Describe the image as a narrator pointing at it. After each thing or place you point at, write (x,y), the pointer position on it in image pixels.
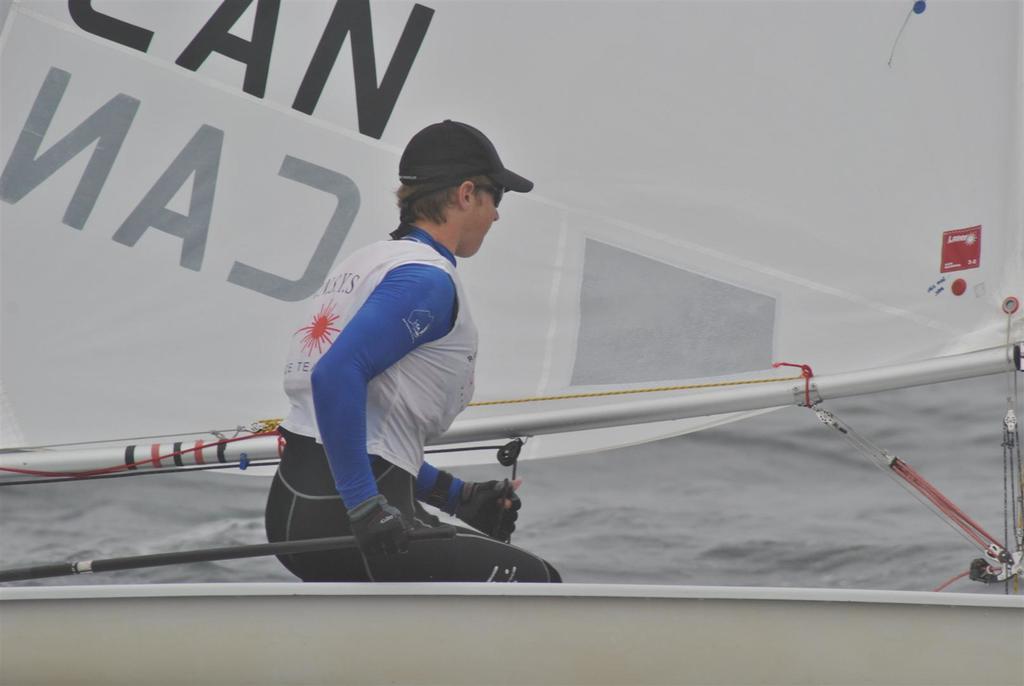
In the image there is a woman (413,417) sitting on a boat (246,590), behind her there is a mast (685,410) and behind the boat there is a water surface (734,486).
